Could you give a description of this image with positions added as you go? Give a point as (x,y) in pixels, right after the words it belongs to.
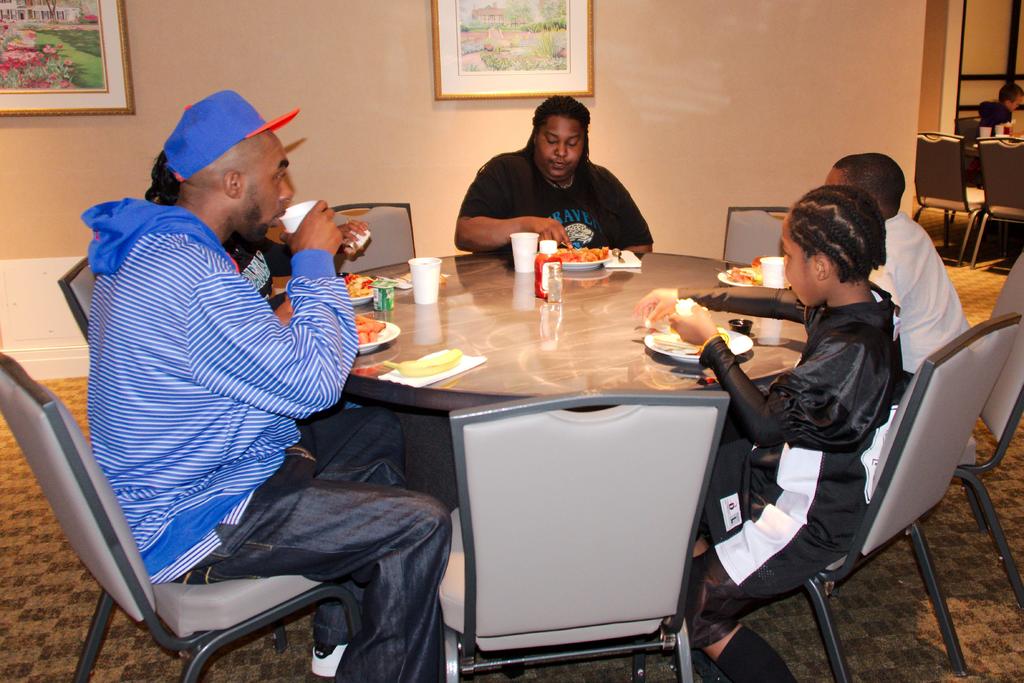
There are group of persons (850,306) sitting on the dining table (589,329) having their food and drinks (428,271) and at the top of the image (87,81) there are paintings (487,92) attached to the wall (781,108).
